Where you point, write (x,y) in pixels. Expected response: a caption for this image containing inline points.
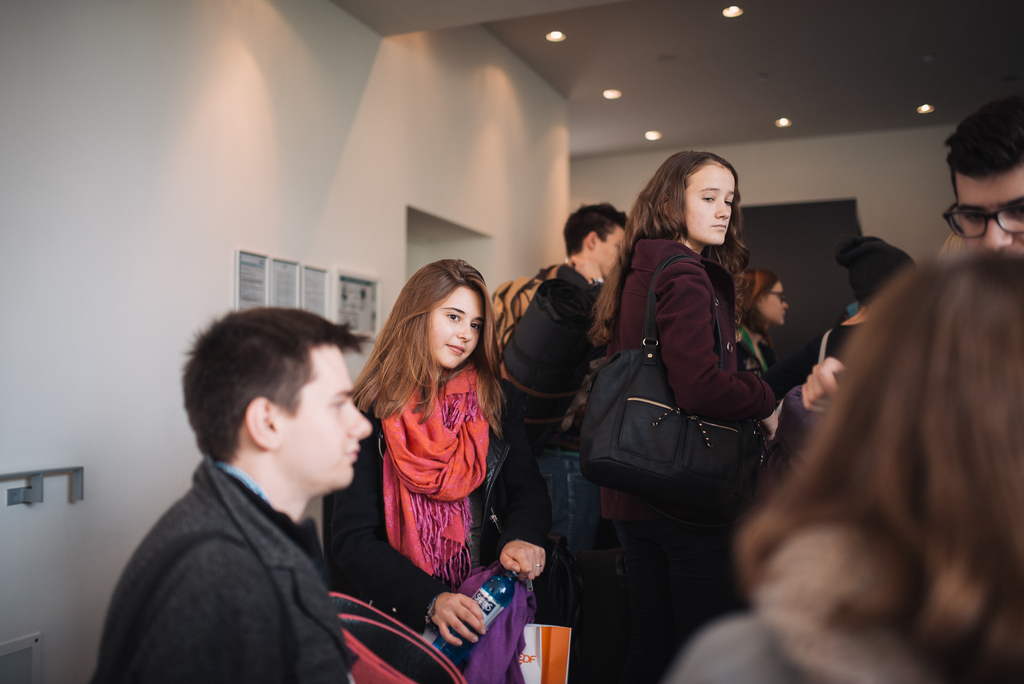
In this image, we can see a group of people (912,281) beside the wall (95,452). There is a person (436,476) wearing clothes (430,561) and holding a bottle (480,592) with her hands (465,604). There is an another person (639,309) in the middle of the image (654,385) wearing a bag (635,406). There are some lights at the top of the image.
